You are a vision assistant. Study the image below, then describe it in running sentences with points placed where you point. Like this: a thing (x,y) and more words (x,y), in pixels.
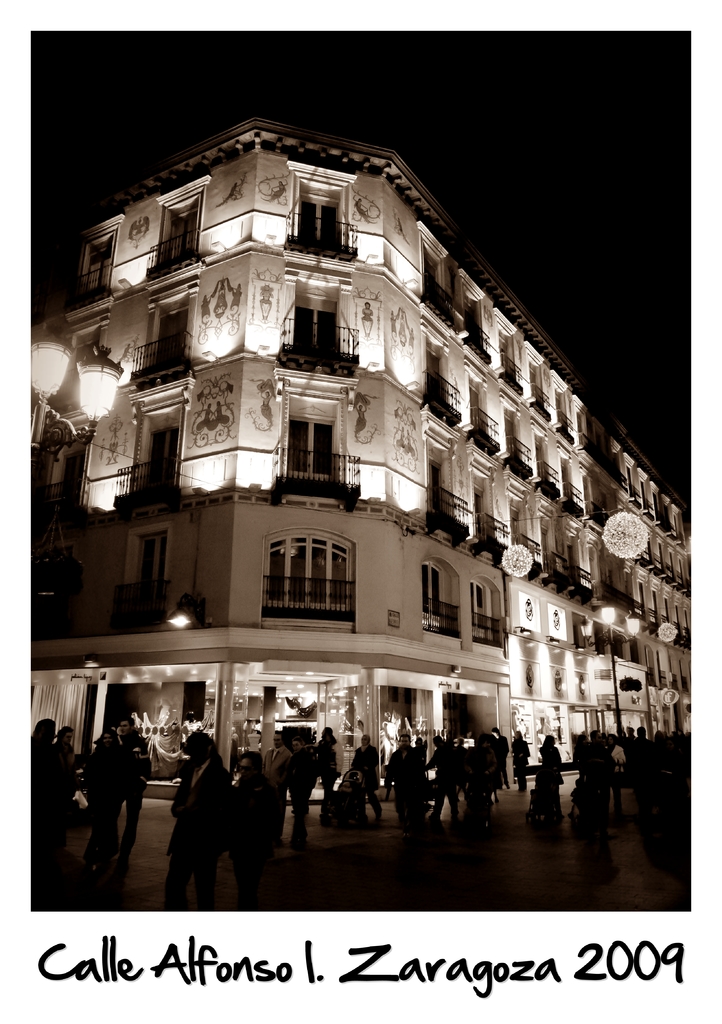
In this image in front (488,859) there are people (646,758) standing on the road (501,868). Behind them there are buildings (315,578), lights (522,550). In the background of the image (580,260) there is sky (602,211). There is some text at the bottom of the image (580,967).
